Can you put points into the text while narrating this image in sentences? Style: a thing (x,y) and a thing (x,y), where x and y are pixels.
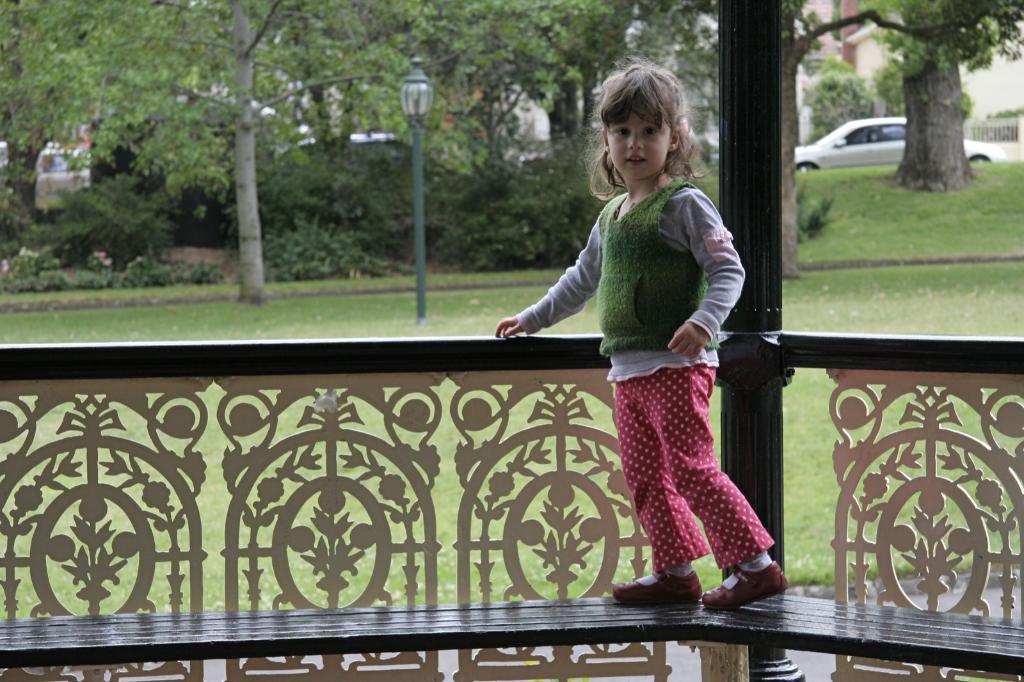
In the picture we can see a girl (662,430) standing on the bench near the railing (550,429). In the background (171,235) we can find light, trees (99,100), plants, cars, and a wall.
